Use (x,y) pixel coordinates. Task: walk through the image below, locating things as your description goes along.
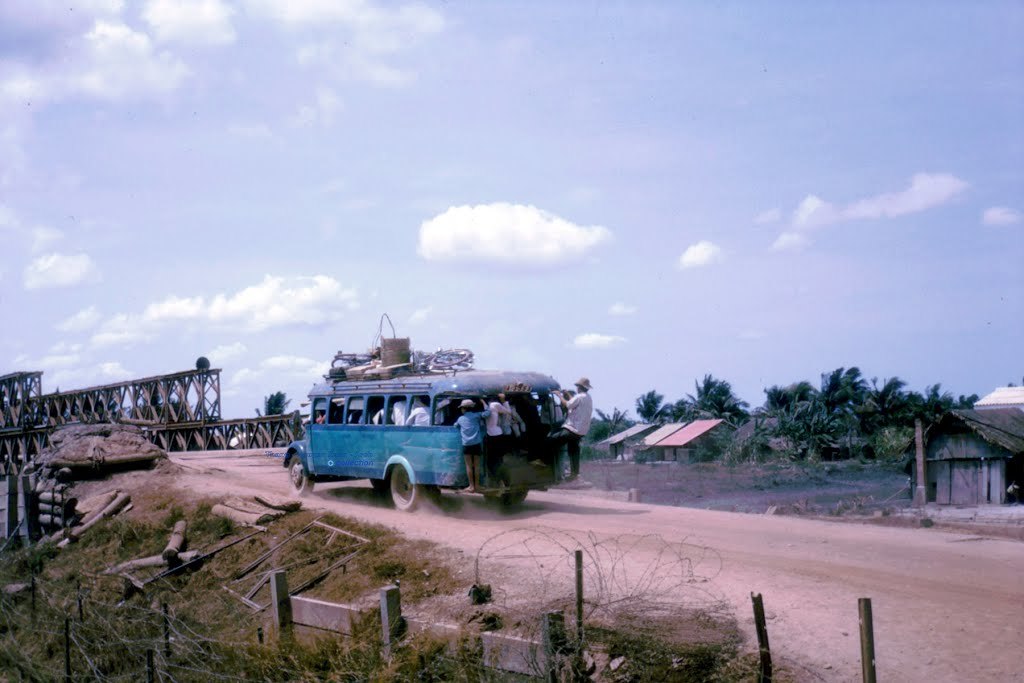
In this image I can see number of trees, few buildings (631,442), few poles (579,631), fencing (47,638), grass (155,595), woods (129,507), a vehicle (326,461), clouds (274,365), the sky (358,207) and here I can see few people (586,389) are standing.
